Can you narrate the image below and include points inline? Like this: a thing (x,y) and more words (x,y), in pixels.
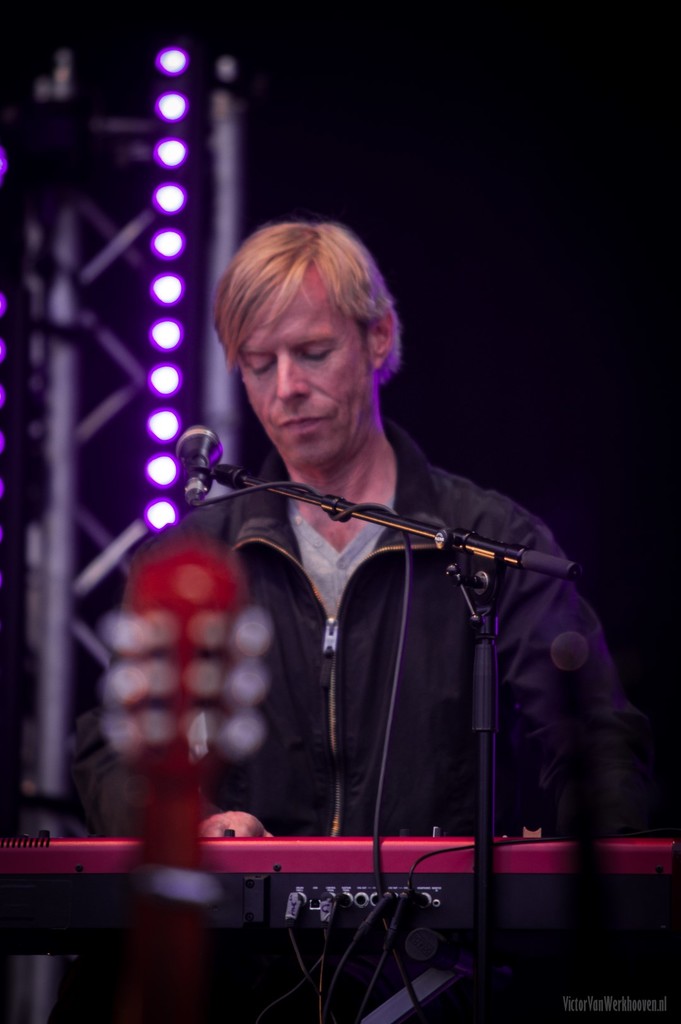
In this image I can see there is a person (355,501) playing a musical instrument (662,871). In front there is a microphone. And at the back (157,288) there are lights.
